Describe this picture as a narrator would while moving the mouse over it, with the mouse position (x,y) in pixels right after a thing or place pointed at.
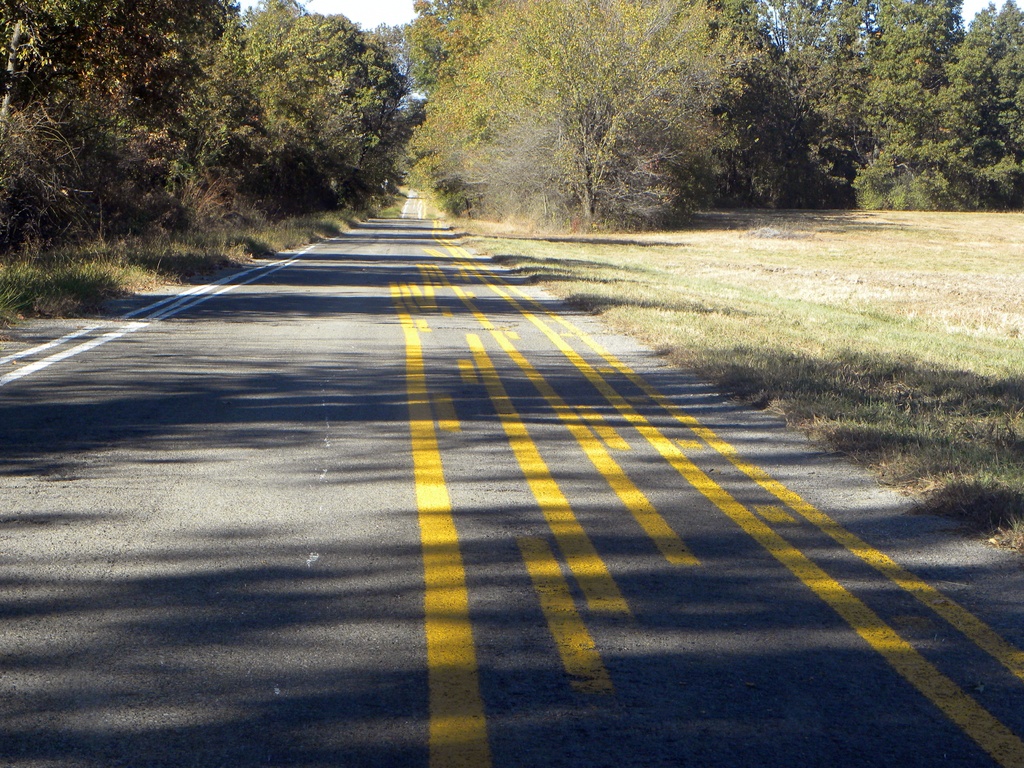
In this picture we can see the road (299,351), grass (660,304), trees (660,153) and in the background (398,17) we can see the sky (399,3).
